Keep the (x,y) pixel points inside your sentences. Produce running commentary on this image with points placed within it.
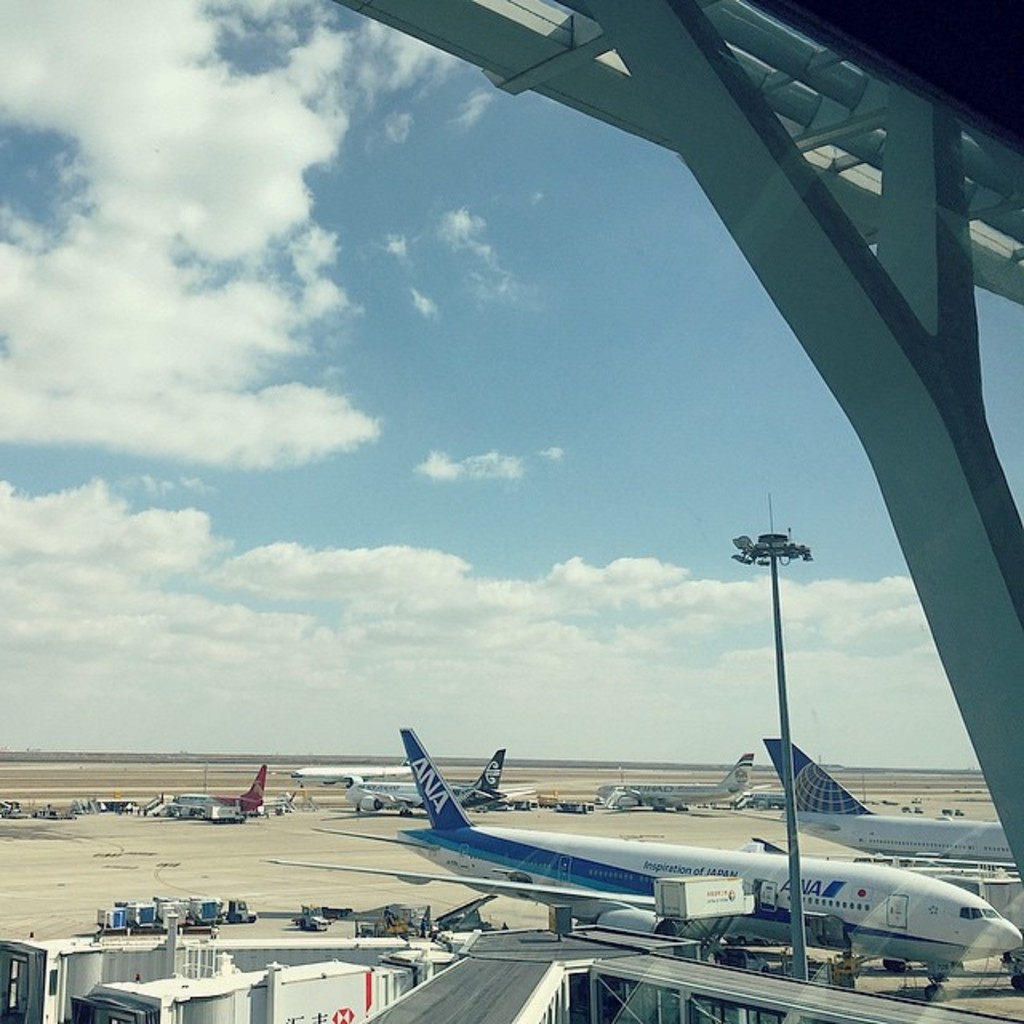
In the front of the image (626,13) I can see rods (895,88), light pole (779,629), planes (524,881), vehicles (231,921) and objects (162,981). In the background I can see a cloudy sky (422,548).
